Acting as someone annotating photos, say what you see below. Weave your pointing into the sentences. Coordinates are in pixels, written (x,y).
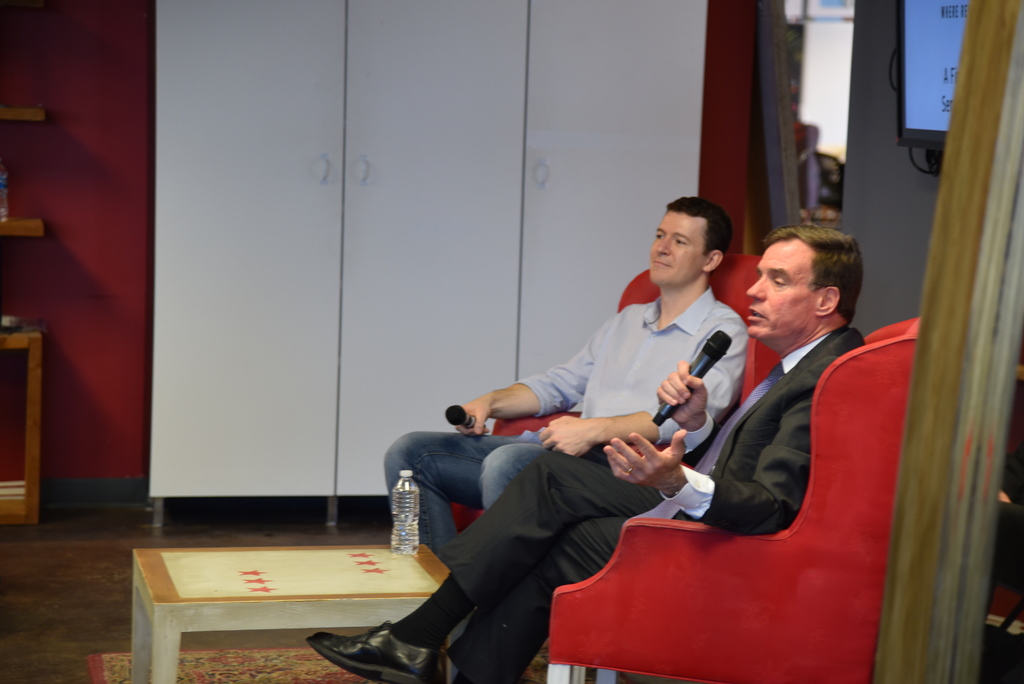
In this picture i can see two men (650,427) are sitting on red color chairs (612,586). These men (779,478) are holding microphones (690,377) in their hands (677,376). On the left side (313,588) i can see table (258,593) which has a bottle (399,500) on it and some wooden objects (30,427). In the background (287,315) i can see white color cupboards (287,228). On the right side (908,114) i can see a TV (902,139) attached to the wall (896,203).
